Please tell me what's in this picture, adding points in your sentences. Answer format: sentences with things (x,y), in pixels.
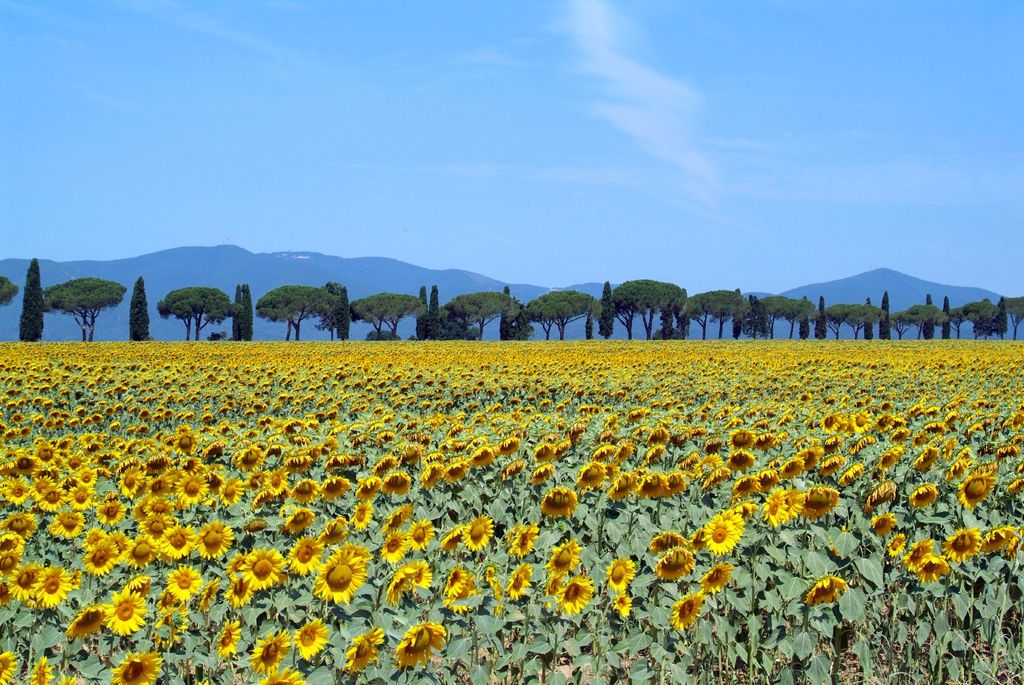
In this image I can see the yellow color flowers (600,465) to the plant (588,410). In the background (563,323) there are many trees (563,323) and mountains (356,331). I can also see the sky (519,138) in the back (402,138).
